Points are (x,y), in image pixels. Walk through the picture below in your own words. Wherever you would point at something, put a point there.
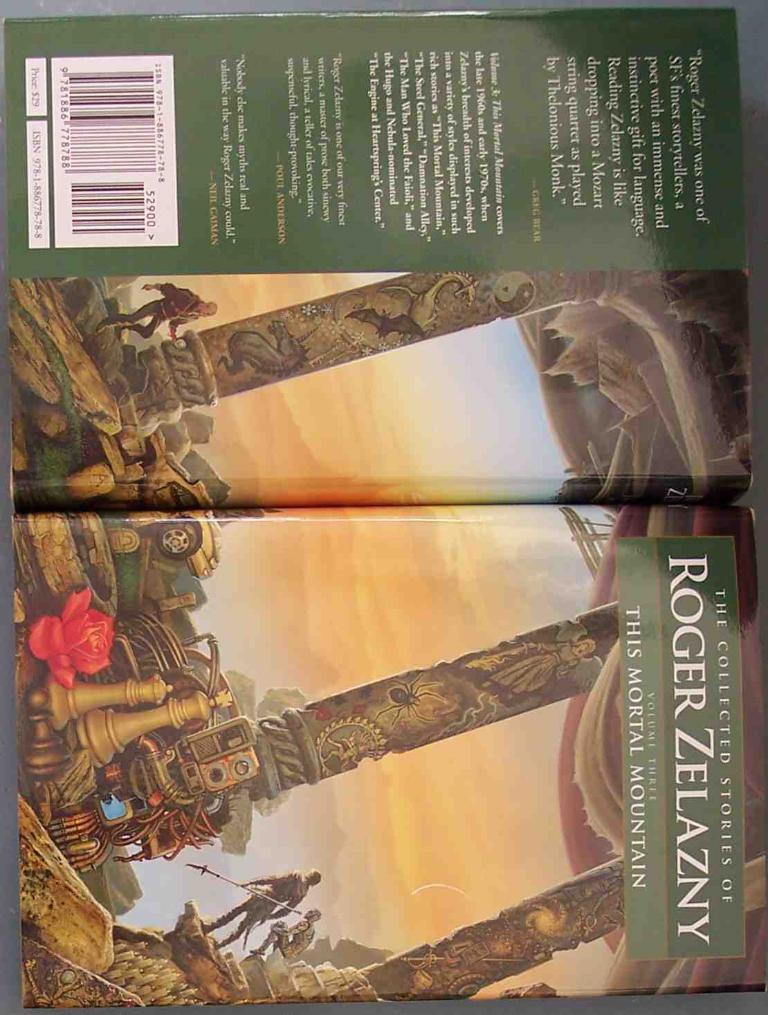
In this image there is a book (345,738). On the book (394,654) there is some painting (507,369) and some text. There are few chess coins (106,695) and a vehicle (178,560) are on the left side of the image (80,699). Two persons (253,951) are standing. There are few pillars (408,714). Left side (221,355) there is a person (156,303) standing before a pillar (185,354). Top of the image (317,207) there is some text (317,207) on the book (291,117).
